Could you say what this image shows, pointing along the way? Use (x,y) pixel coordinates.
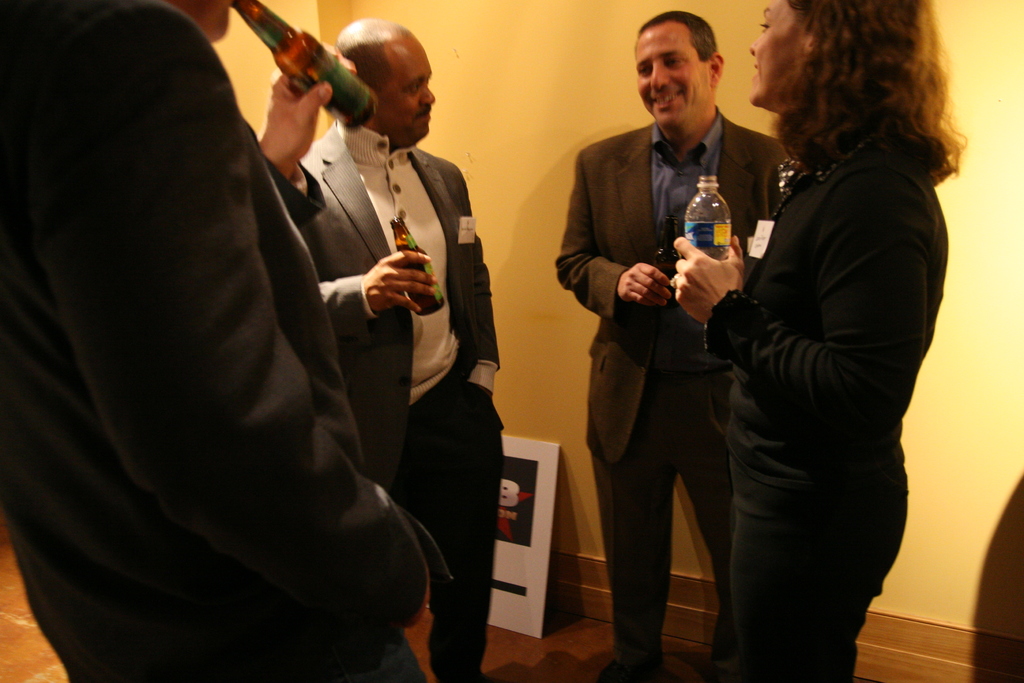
In this picture I can see few people (477,330) are standing and couple of them holding beer bottles (299,39) in their hands (412,261) and a woman (682,246) holding a water bottle (698,225) and I can see a small board (506,569) on the ground (554,629) and I can see wall (560,592) in the back (556,590).
